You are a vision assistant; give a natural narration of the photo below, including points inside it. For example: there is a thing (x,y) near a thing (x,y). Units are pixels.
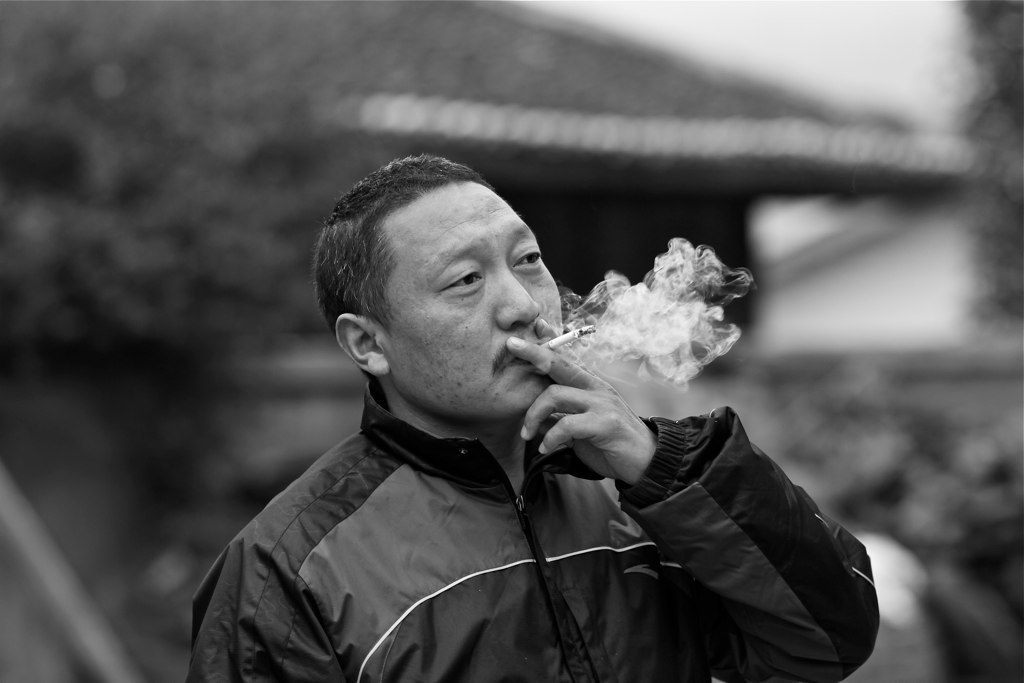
In the picture we can see a man (682,654) standing and he is with a jacket (496,657) and smoking a cigarette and behind him we can see some things (1013,616) which are not clearly visible.
